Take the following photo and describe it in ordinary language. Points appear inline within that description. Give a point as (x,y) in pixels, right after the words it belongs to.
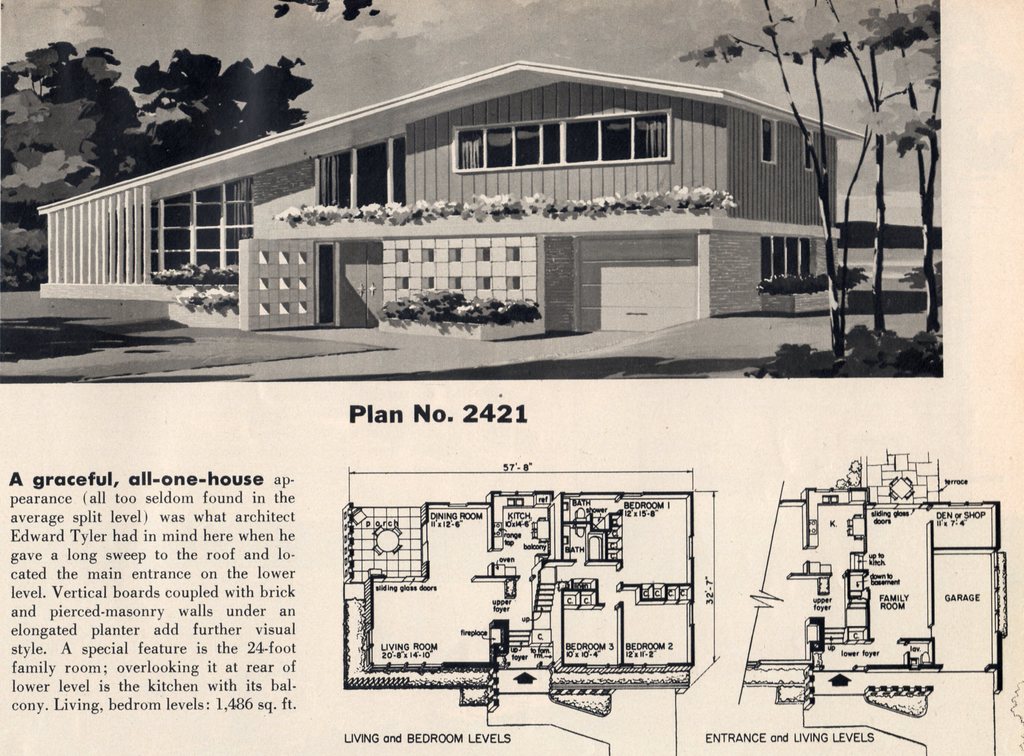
It is a poster. In this image there is a building (427,271). There are plants (487,302), trees (39,172). In the background of the image (488,46) there is sky (516,12). There is some text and drawing (560,566) on the image.
